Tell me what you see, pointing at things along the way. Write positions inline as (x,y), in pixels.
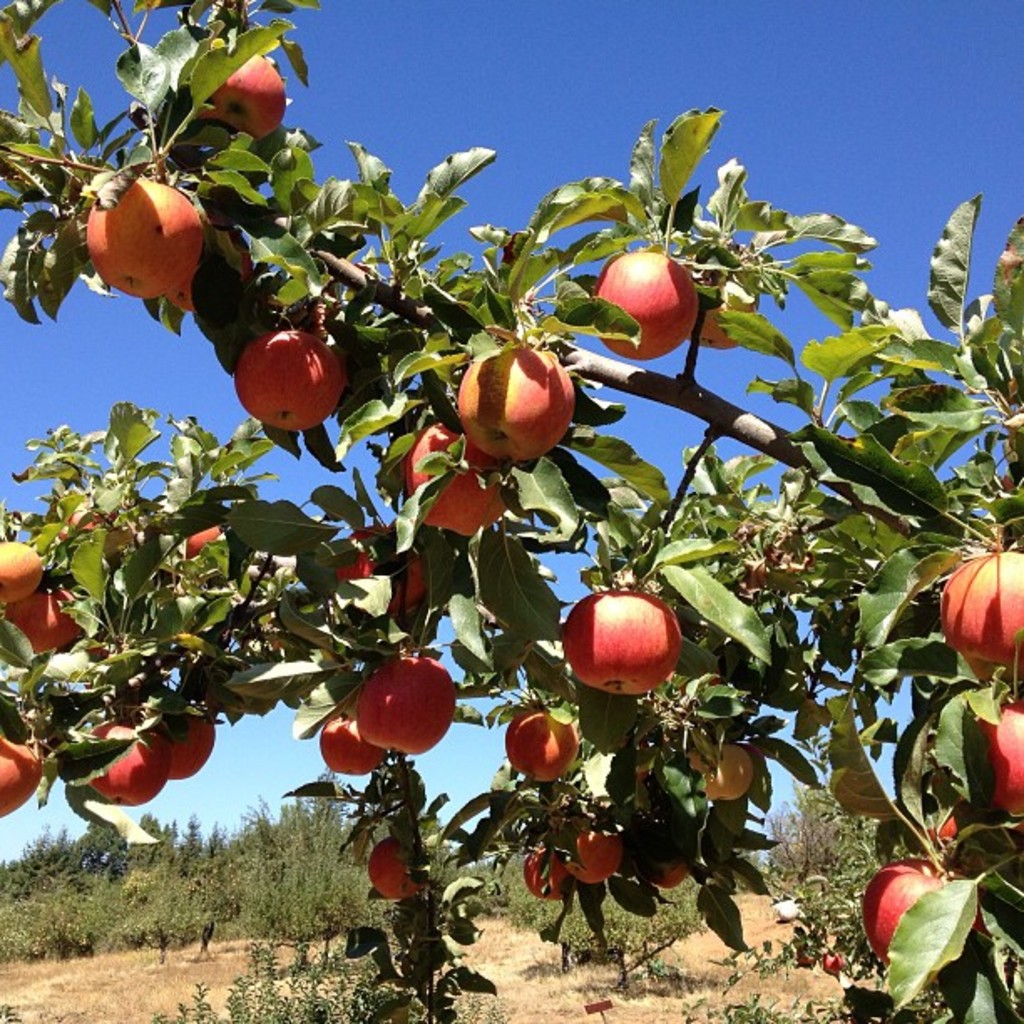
There are apples (68,521) on a tree (449,579). In the back (216,823) there are trees (81,839) and sky (475,180).
